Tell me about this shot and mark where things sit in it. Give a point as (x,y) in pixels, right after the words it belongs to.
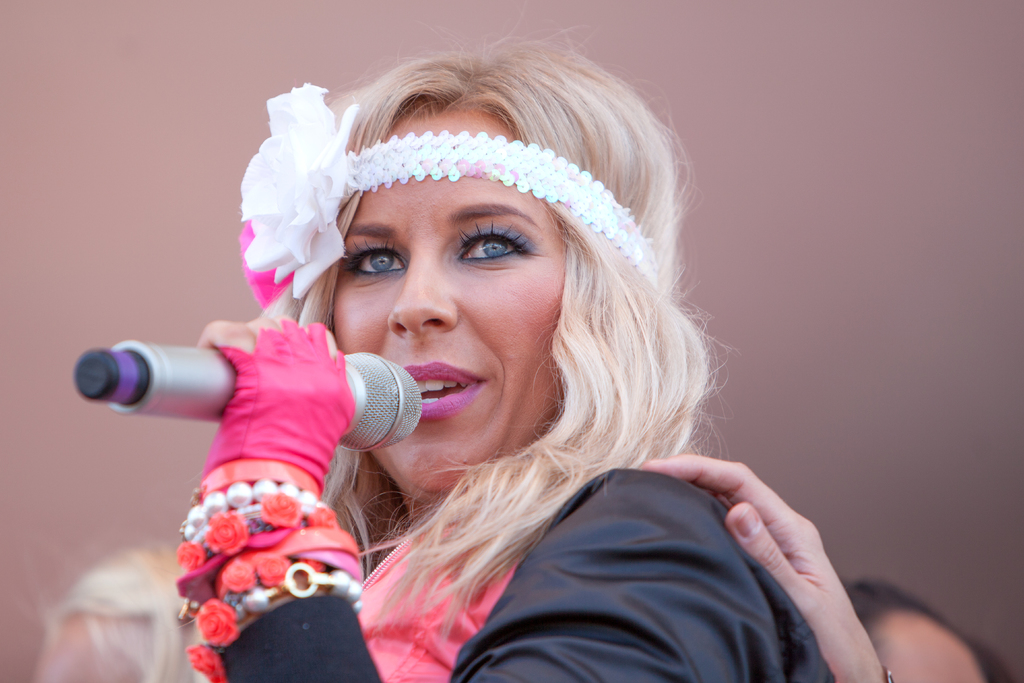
In this image there is a woman (657,513) who is singing with the mic (198,388) in her hand (283,463). She wore a hair band (358,160) and chains (281,548) to her hand (284,552).
